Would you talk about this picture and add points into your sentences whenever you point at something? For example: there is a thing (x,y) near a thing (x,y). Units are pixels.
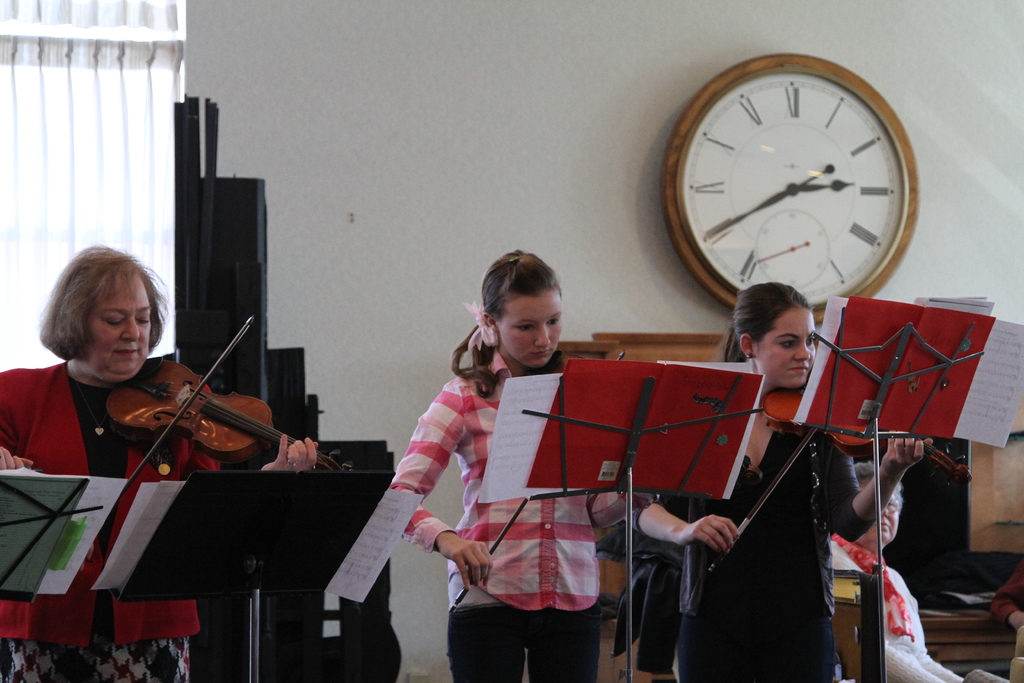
This picture is clicked inside a musical concert. Here, we see three women (70,316) standing and holding violin (179,420) in their hands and playing it. Here is four stands (343,514) on which book (892,308) is placed on it and on the right bottom of this picture (905,661), we see women (918,668) sitting and listening to that music. Behind them, we see white wall (544,102) on which watch (864,173) is placed on it. In the left corner of this picture (75,174), we see white curtain (83,133).
